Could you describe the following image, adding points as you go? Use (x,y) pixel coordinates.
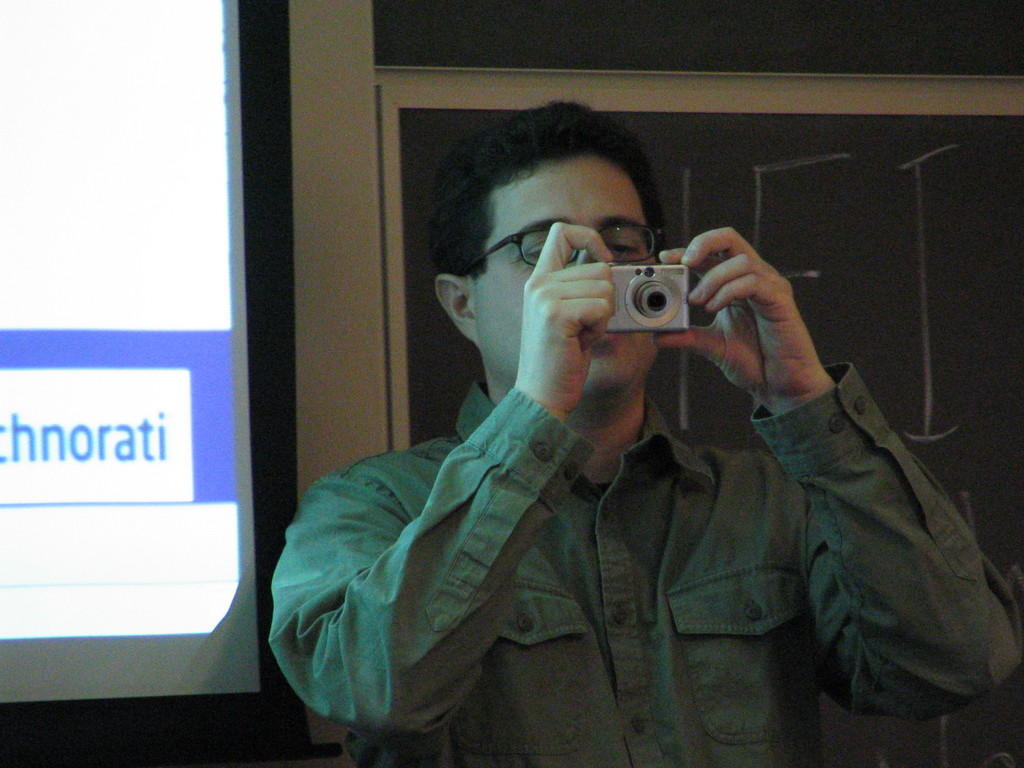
In this image I see a man (1021,672) who is holding a camera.
